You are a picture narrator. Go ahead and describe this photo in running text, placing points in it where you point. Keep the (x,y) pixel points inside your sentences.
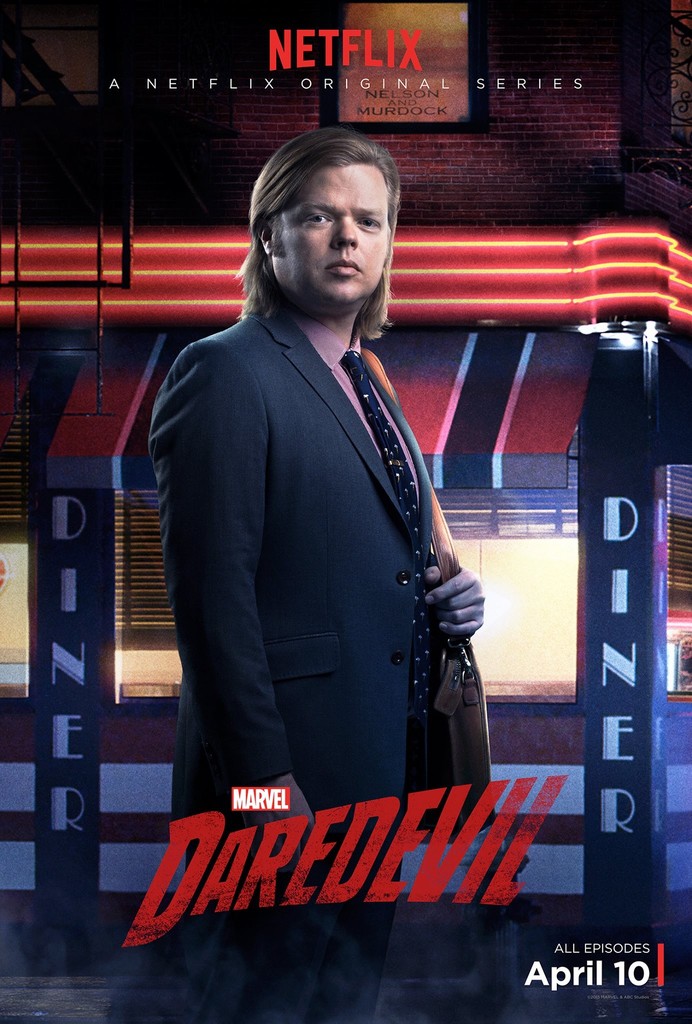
In this image, we can see an advertisement (412,22) contains some text (484,902). There is a person (367,411) wearing clothes (311,527) in front of the building (496,176).
